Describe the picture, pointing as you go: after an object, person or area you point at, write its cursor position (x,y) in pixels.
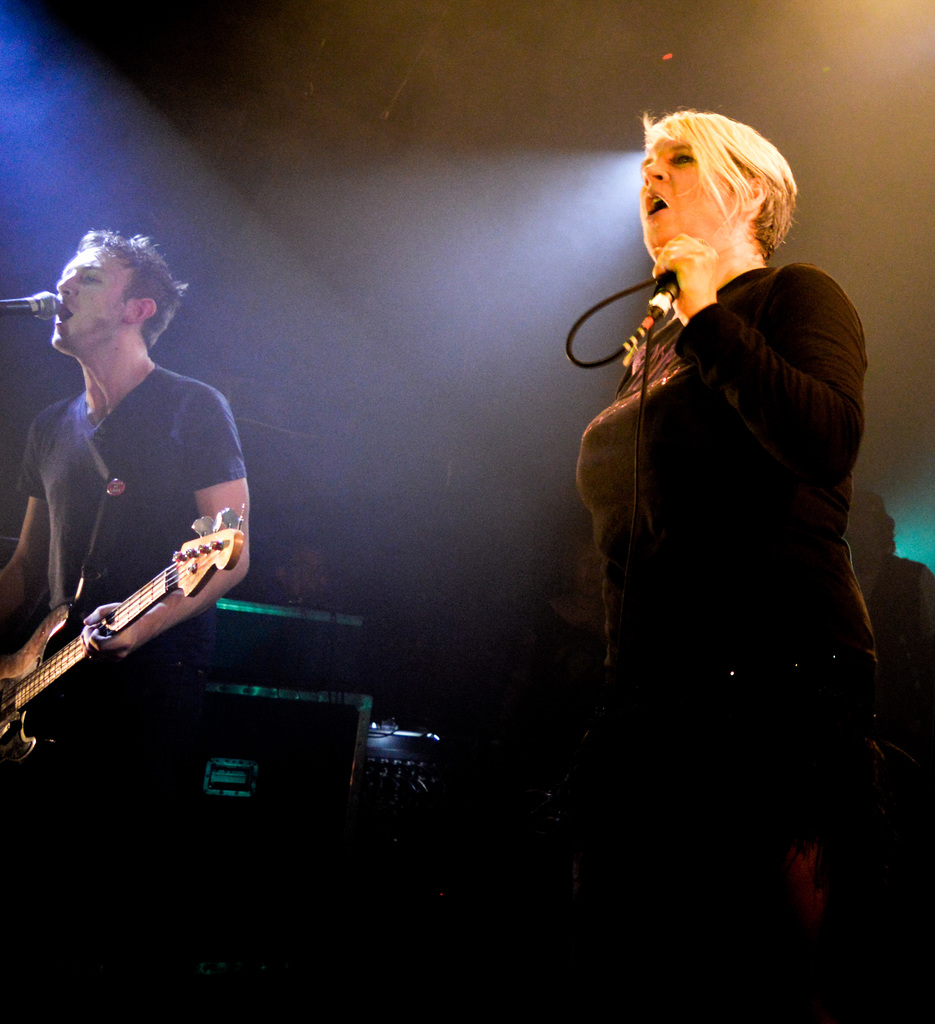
In this image, On the right (766,417) there is a woman (733,507) she wear black dress (732,648), her hair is short she is singing. On the left (102,610) there is a man (107,501) he wear t shirt (124,509) he is holding a guitar (19,669), he is singing. In the background (339,688) there is a speaker (359,780) and a person (870,576).
